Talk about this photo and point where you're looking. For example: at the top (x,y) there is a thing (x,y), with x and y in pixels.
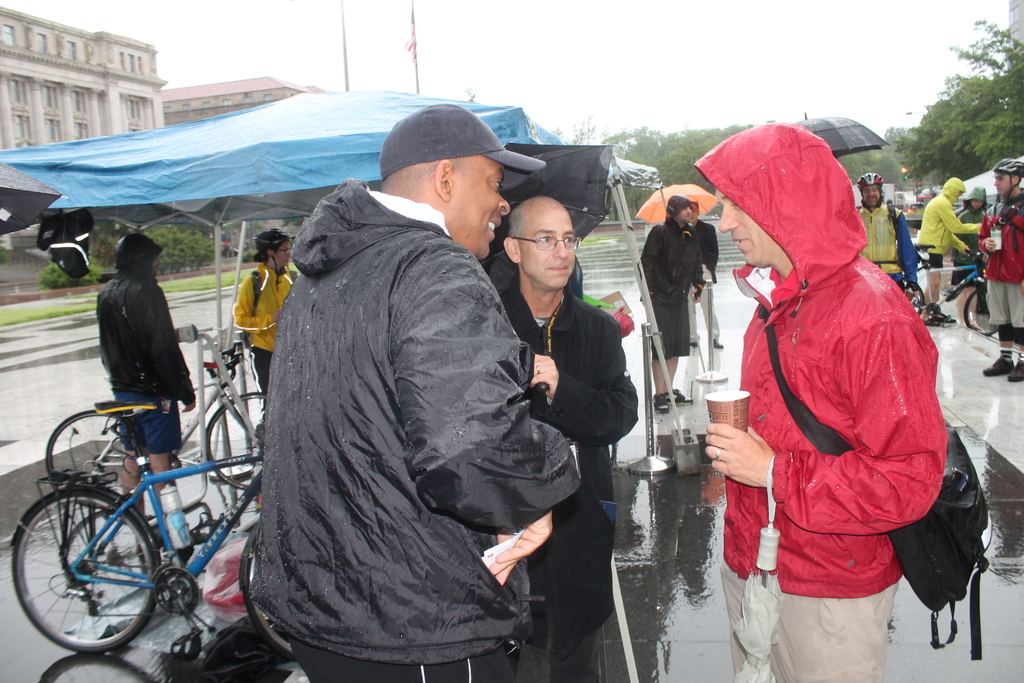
In this image, we can see people (821,333) wearing coats (342,494) and some are wearing caps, helmets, bags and some of them are holding umbrellas (836,139) and some other objects (733,407). In the background (187,234), there are buildings (206,112), trees (187,253), tents (211,222), bicycles (194,472), poles (620,195), stands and lights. At the bottom (636,637), there is a road (669,633) and at the top (238,32), there is sky (208,27).
